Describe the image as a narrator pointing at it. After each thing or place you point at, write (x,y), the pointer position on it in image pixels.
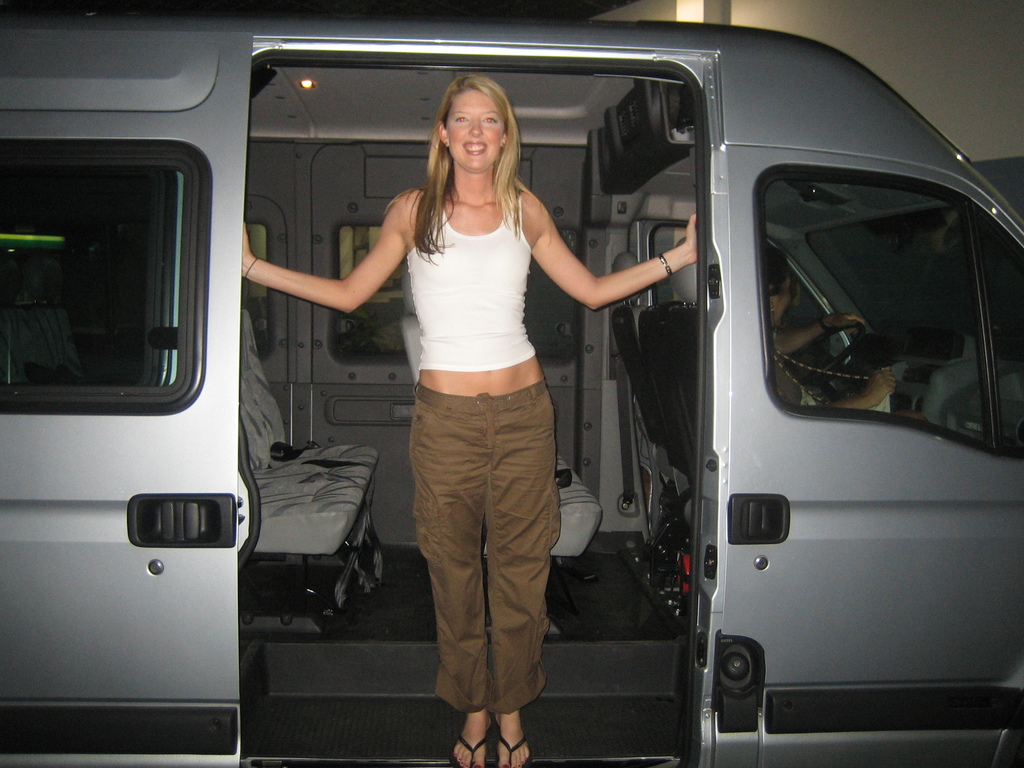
In the picture we can see woman (438,300) wearing white color vest (438,300), brown color pant (467,581) standing in a car (564,710) and we can see a person (805,399) sitting in driver seat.
